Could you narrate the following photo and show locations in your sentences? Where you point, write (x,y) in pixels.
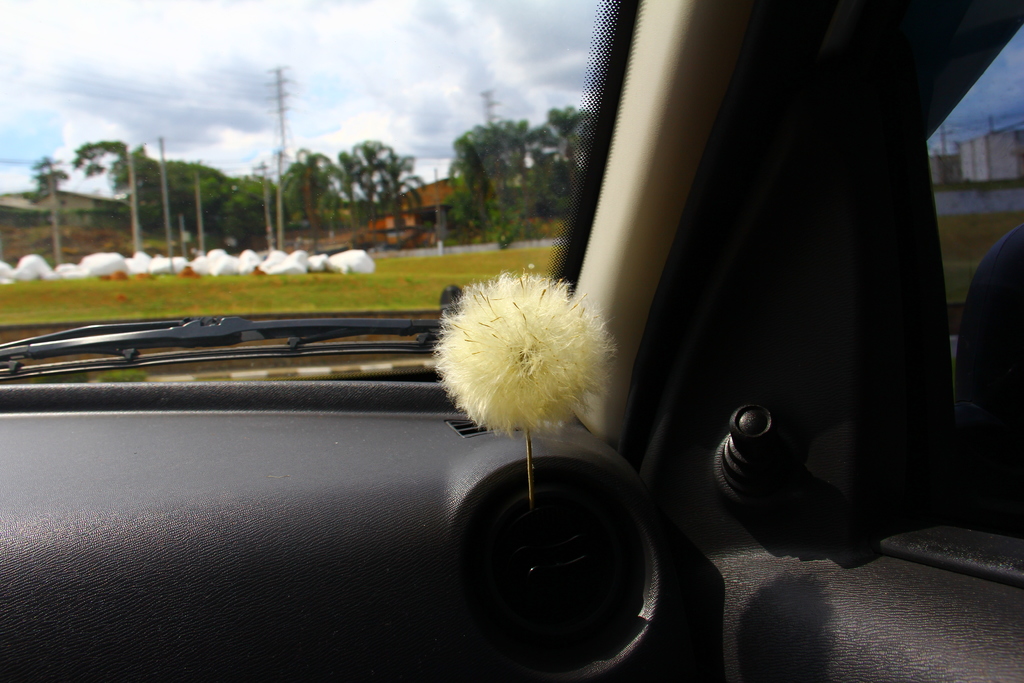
As we can see in the image there is a vehicle (318,519), grass (266,303), current poles (137,233), trees (289,220) and buildings (421,191). At the top (330,96) there is sky (115,44) and clouds (189,43).
